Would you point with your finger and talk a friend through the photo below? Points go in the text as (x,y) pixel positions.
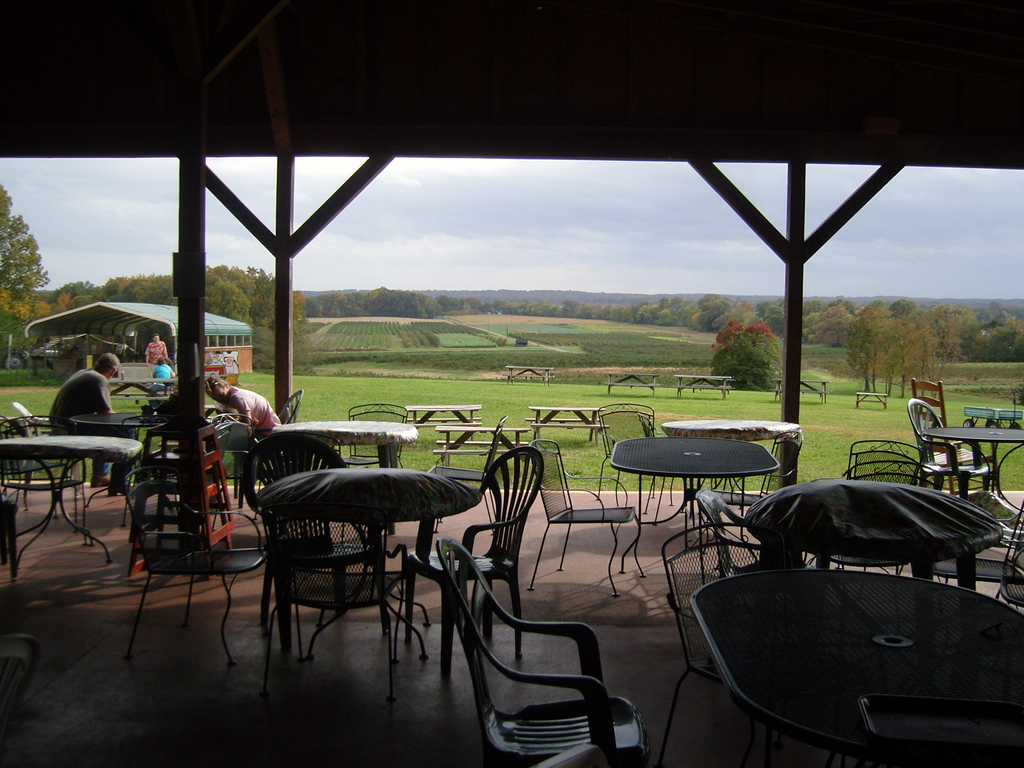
As we can see in the image there is a sky (518,228), tree (301,292), grass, chairs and tables (101,425) and there are two people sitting on chairs (45,423).
